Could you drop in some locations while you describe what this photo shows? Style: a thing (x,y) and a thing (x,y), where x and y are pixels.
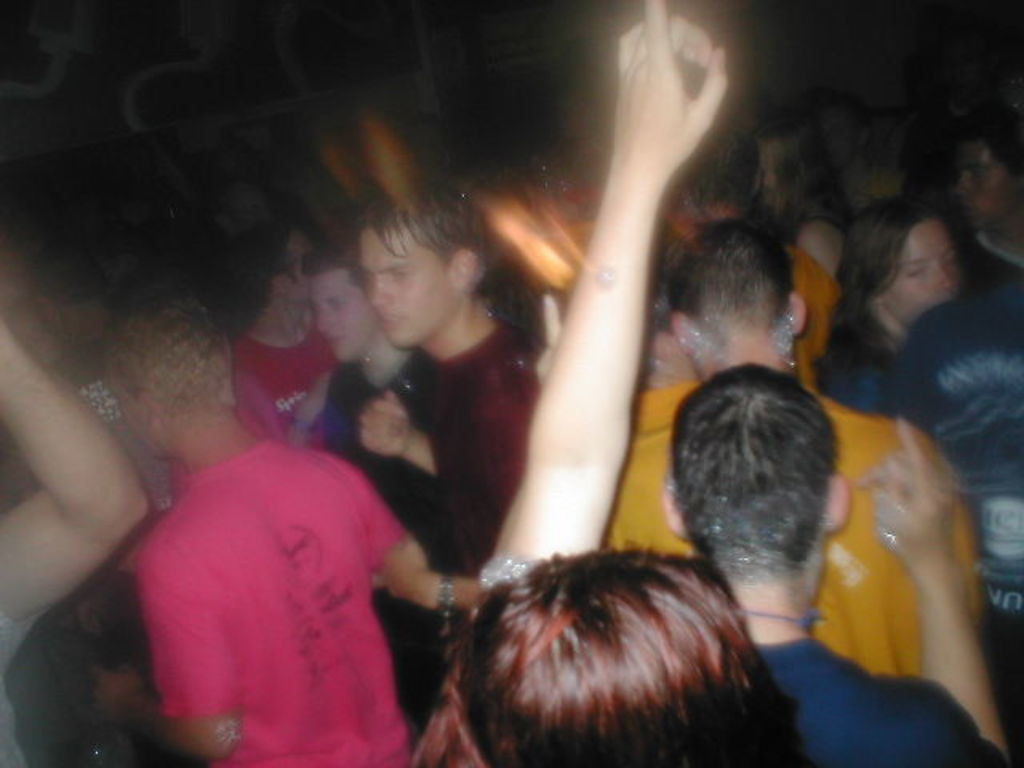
In this picture we can see a group of people (611,590) and in the background (281,110) it is dark.
